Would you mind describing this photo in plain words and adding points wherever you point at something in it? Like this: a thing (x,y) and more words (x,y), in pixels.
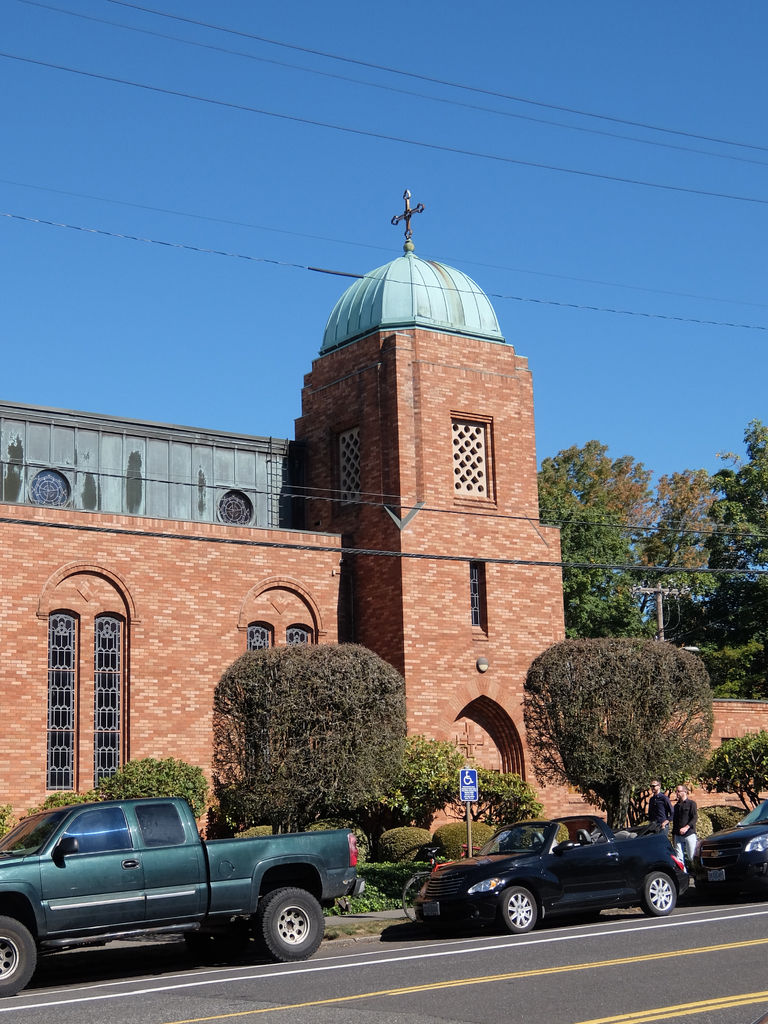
This image is taken outdoors. At the top of the image (366,173) there is a sky (589,198) and there are a few wires (286,264). At the bottom of the image (392,972) there is a road (460,989). In the middle of the image (432,587) there is a church (217,559) with walls (286,587), windows (263,631), a roof (371,325) and doors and there is a cross symbol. There are a few trees (361,712) and plants (158,770). There is a pole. There is a signboard (474,784) and a few cars (711,853) are parked on the road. Two people (682,813) are standing on the sidewalk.
